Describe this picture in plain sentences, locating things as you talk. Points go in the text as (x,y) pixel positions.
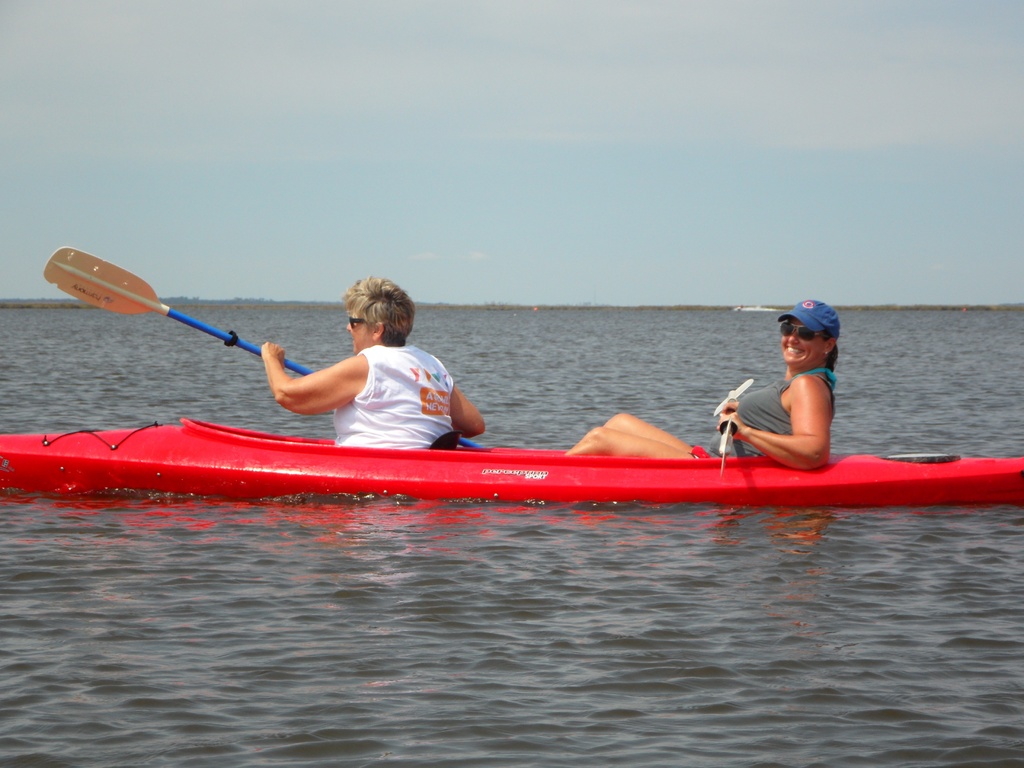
In the center of the image (626,482) we can see a boat (197,481) and there are people (462,422) sitting in the boat (732,460). They are holding oars (136,309) in their hands (721,427). At the bottom (184,564) there is a river (387,535). In the background (460,151) there is sky (549,144).
